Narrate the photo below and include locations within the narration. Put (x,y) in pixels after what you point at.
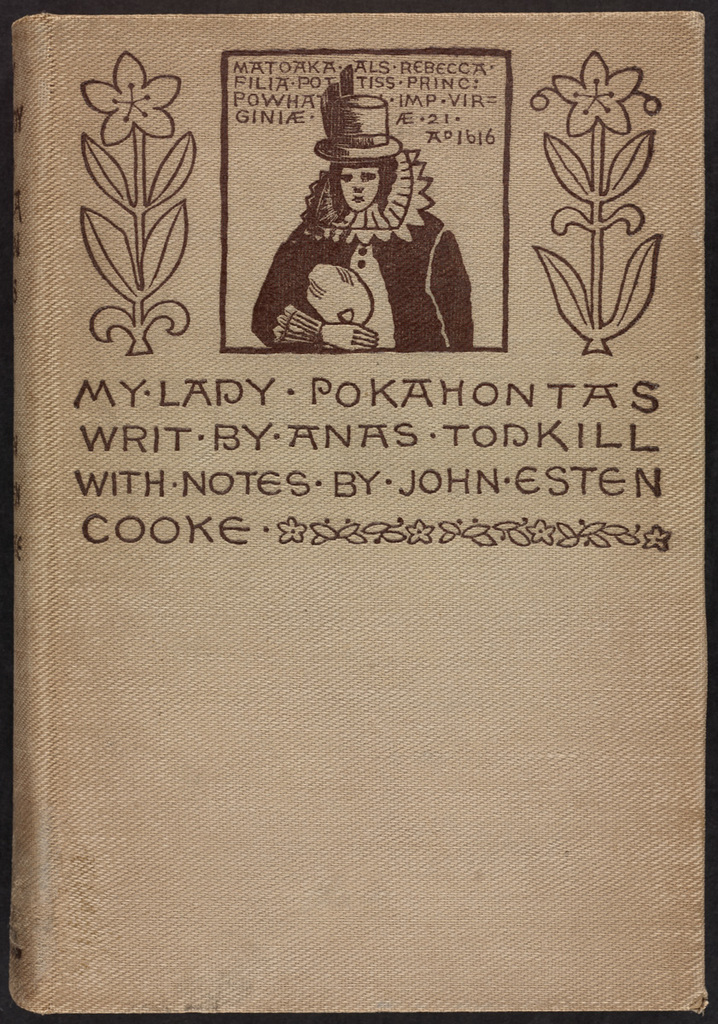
In this image we can see the cover page (363,412) with the text (308,407), depiction (389,169) of a person (351,230) and also flowers (127,101) and the image has borders (688,8).
